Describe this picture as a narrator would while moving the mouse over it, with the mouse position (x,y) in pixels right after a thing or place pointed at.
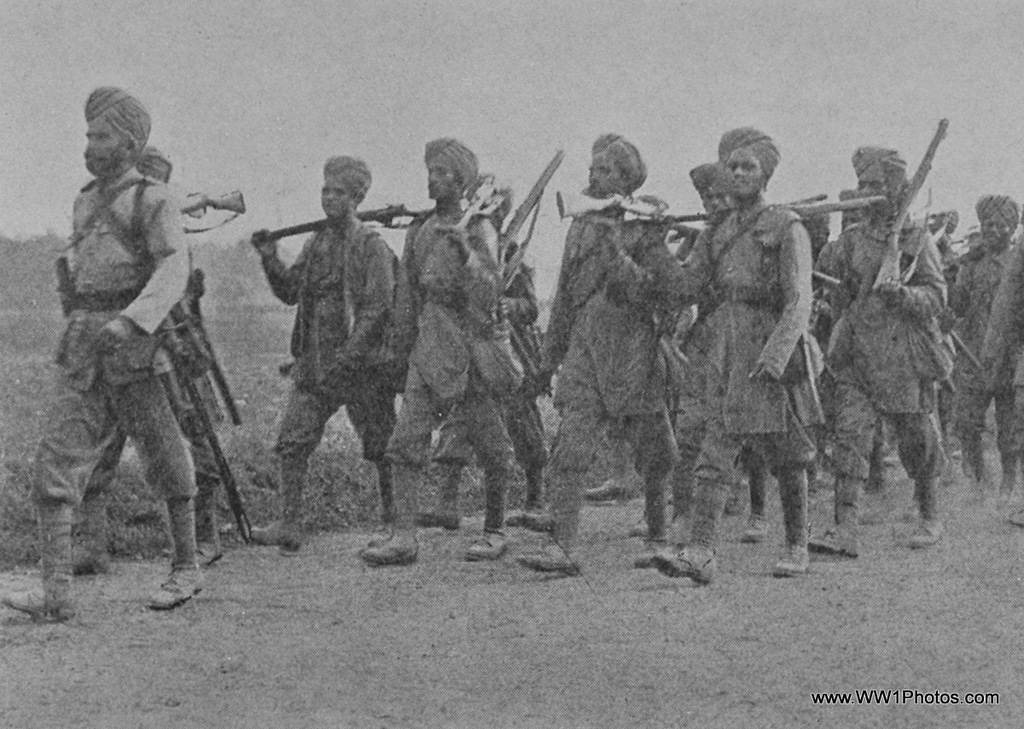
In this picture there are men (486,371) in the center of the image (539,380), by holding guns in their hands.
